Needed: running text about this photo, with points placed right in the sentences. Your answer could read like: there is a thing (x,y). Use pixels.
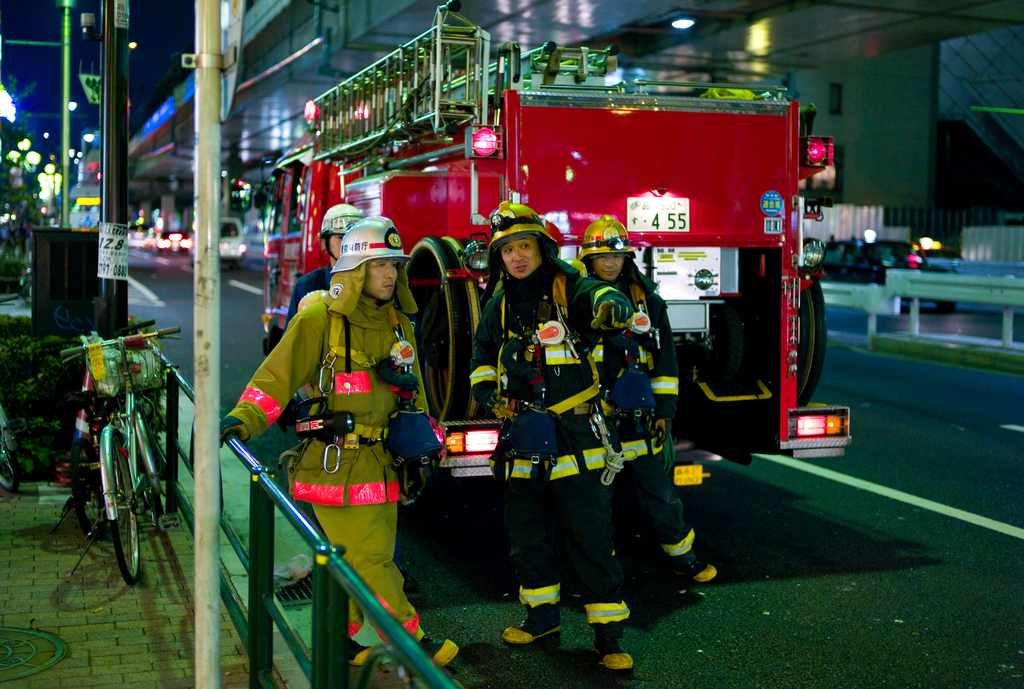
In this image, there are a few people (275,369) wearing helmets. We can see some vehicles (385,124) and the bridge (318,68). We can also see the ground (45,604). There are a few poles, bicycles (81,405), trees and plants (47,345). We can see the fence (929,230) and the sky (130,52).
